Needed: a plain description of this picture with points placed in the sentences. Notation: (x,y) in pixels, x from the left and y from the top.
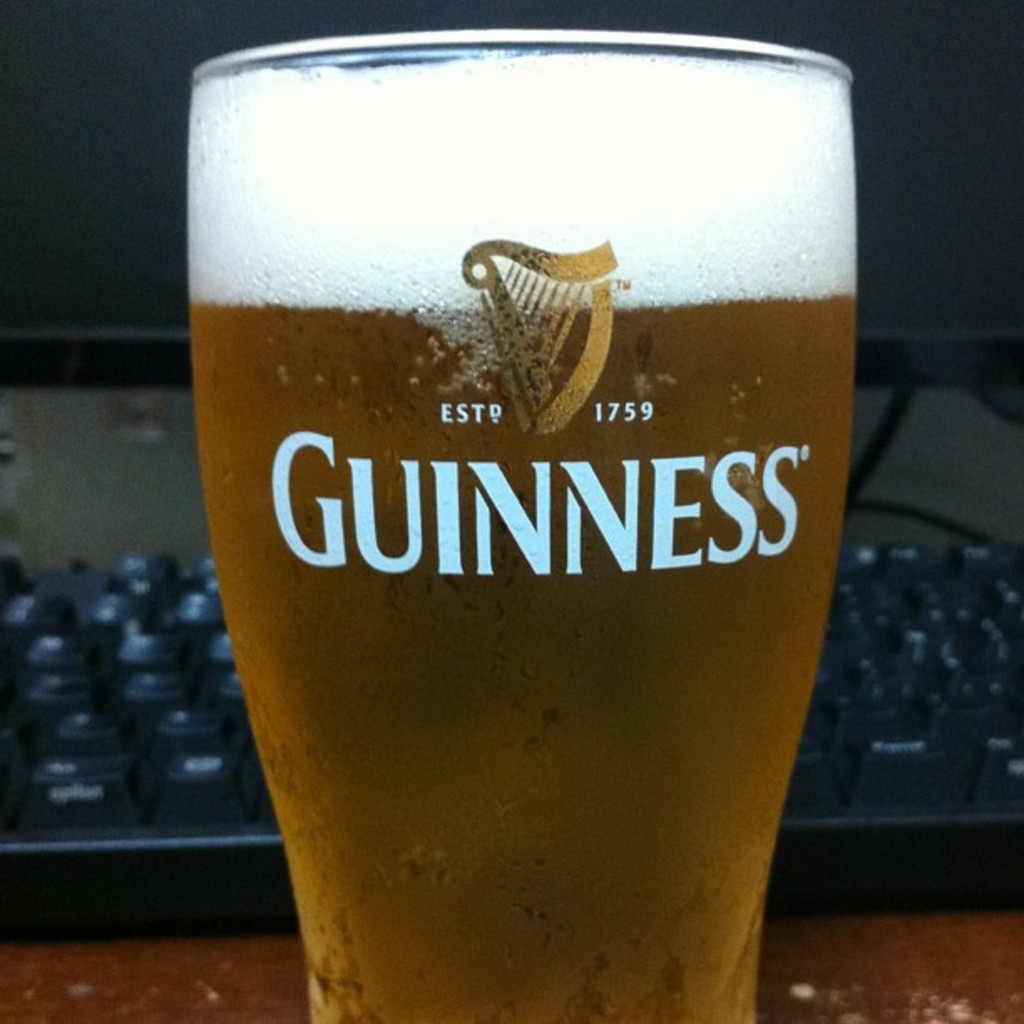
In this image in the foreground (234,361) there is one glass (352,664) in that glass (641,627) there is some drink (791,664), and in the background (910,178) there is a computer (85,201) and keyboard (837,798).
